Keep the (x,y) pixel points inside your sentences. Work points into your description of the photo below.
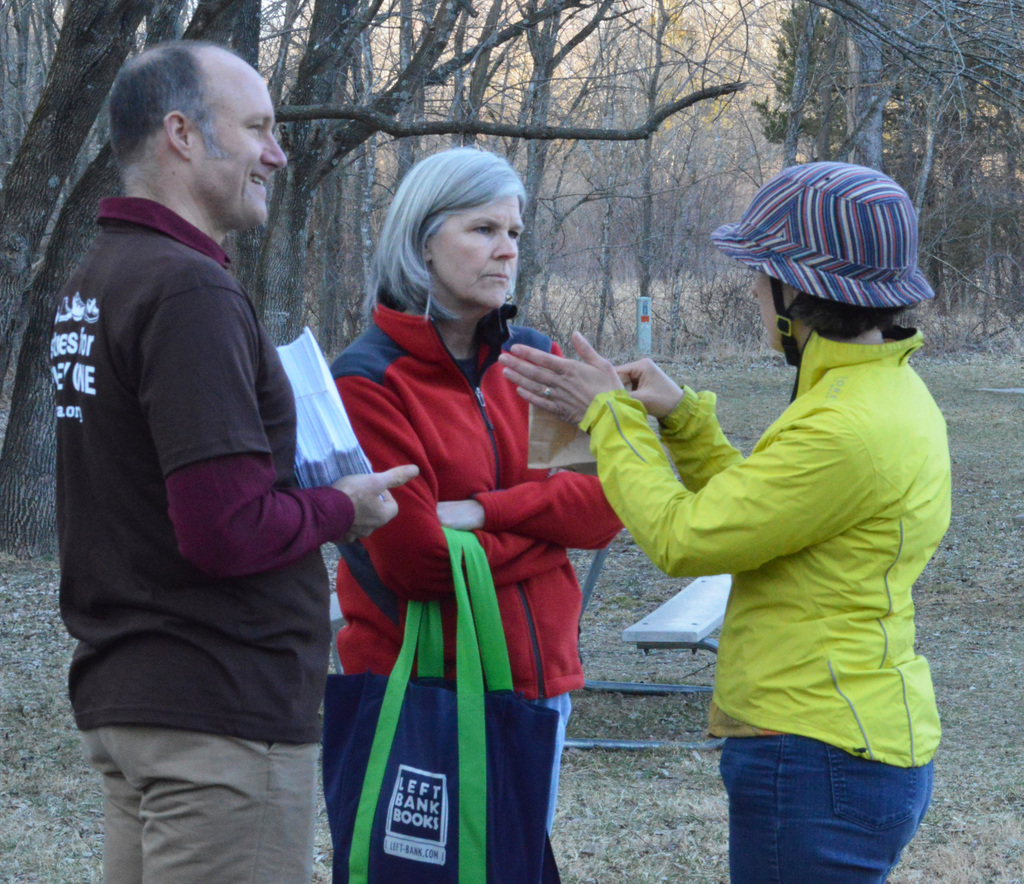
There are three people (450,387) standing. This woman (484,467) is holding a bag (468,737) in her hands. I can see the man (203,489) holding the papers (336,462) in his hand (356,494). This looks like a bench (664,613). In the background (688,62), I can see the trees (480,84).
